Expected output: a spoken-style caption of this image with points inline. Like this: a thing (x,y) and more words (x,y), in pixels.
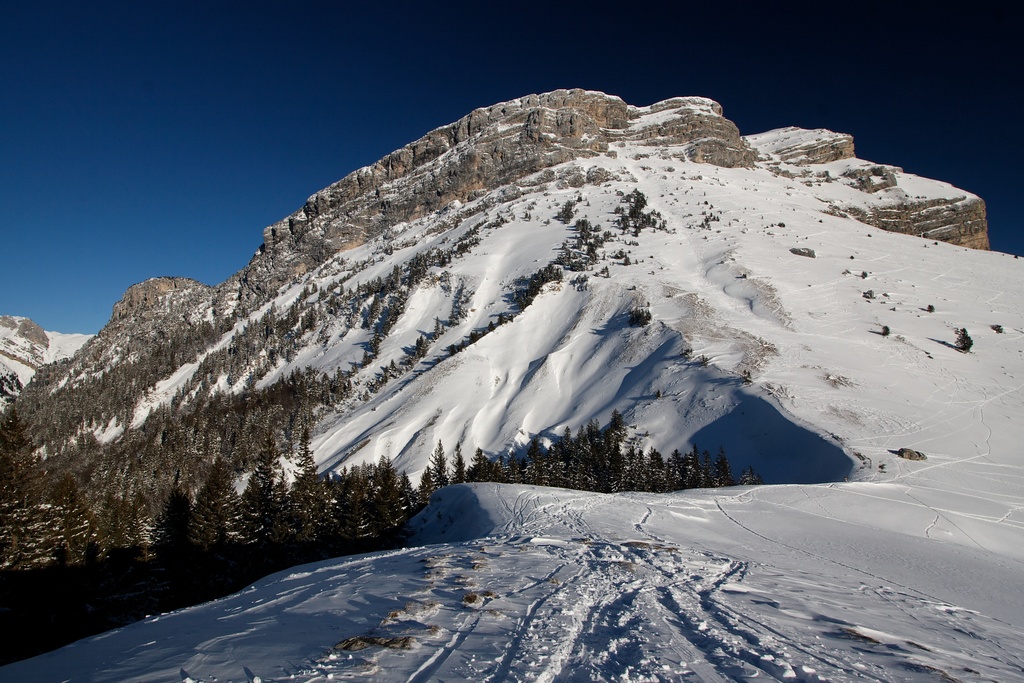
In this image we can see few mountains (473,227). There are group of trees (269,475) and snow (754,493) in the foreground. At the top (558,22) we can see the clear sky (399,88).
